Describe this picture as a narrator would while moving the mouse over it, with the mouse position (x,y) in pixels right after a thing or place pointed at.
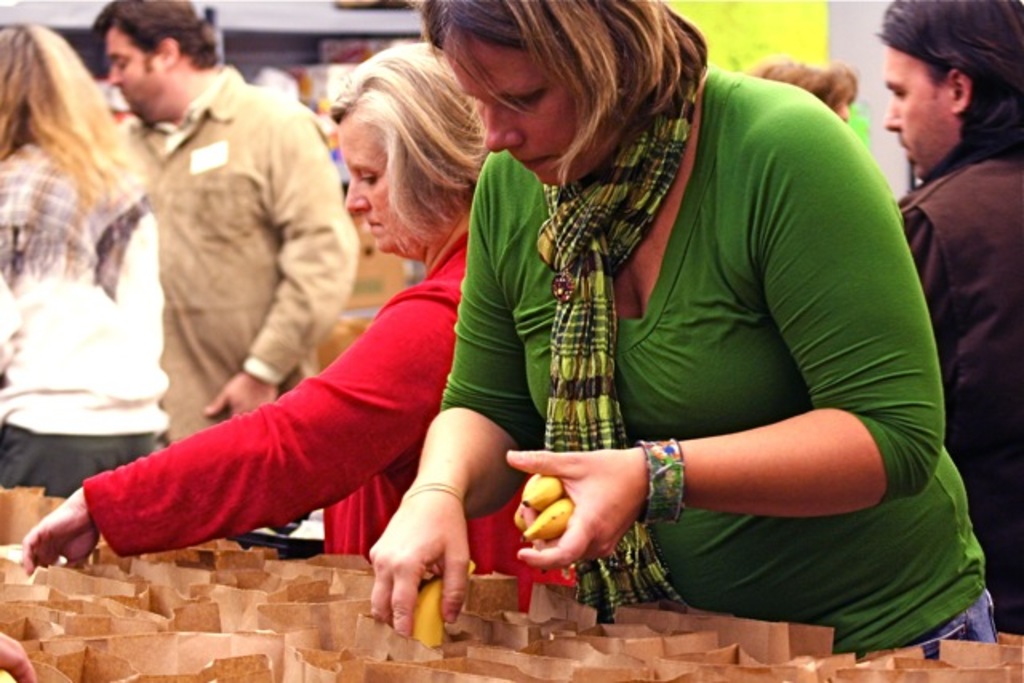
In this picture we can observe two women (361,450) standing in front of a table (318,578) on which some brown color packets (188,602) are placed. We can observe bananas (546,493) in one of the women's hand (407,614). She is wearing green color T shirt (732,293) and a scarf (593,288) around her neck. In the background (188,180) there are some people (175,185) standing.
